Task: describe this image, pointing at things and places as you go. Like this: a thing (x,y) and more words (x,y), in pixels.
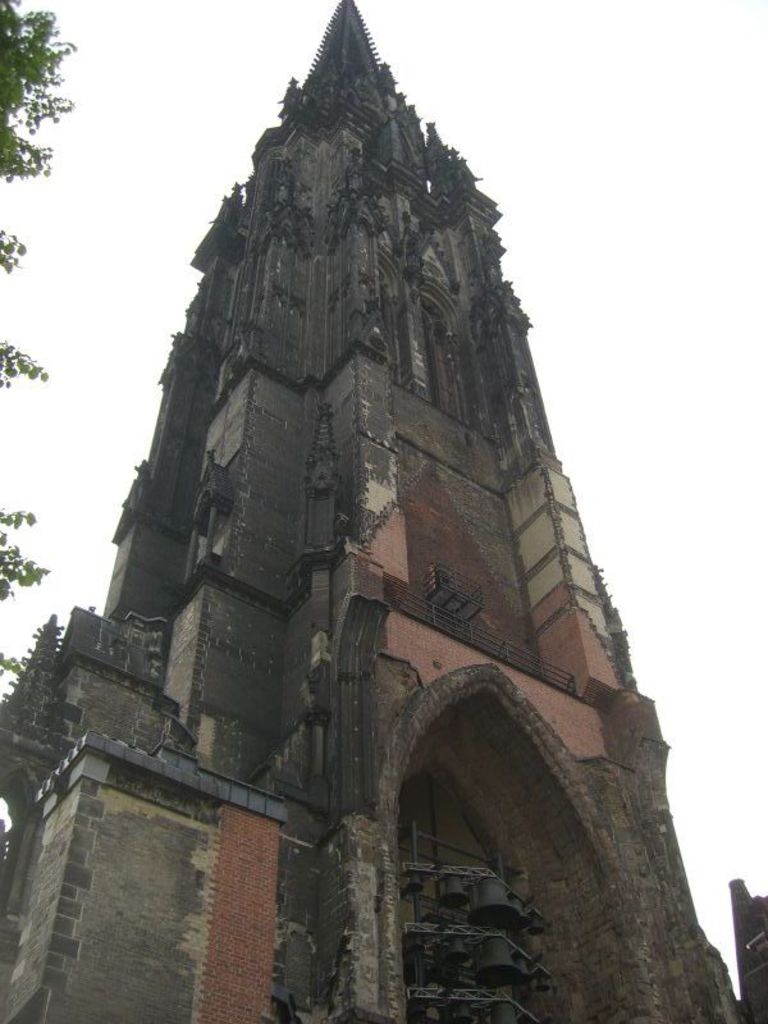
In this image we can see a monument (391,544) and a tree (29,121).
